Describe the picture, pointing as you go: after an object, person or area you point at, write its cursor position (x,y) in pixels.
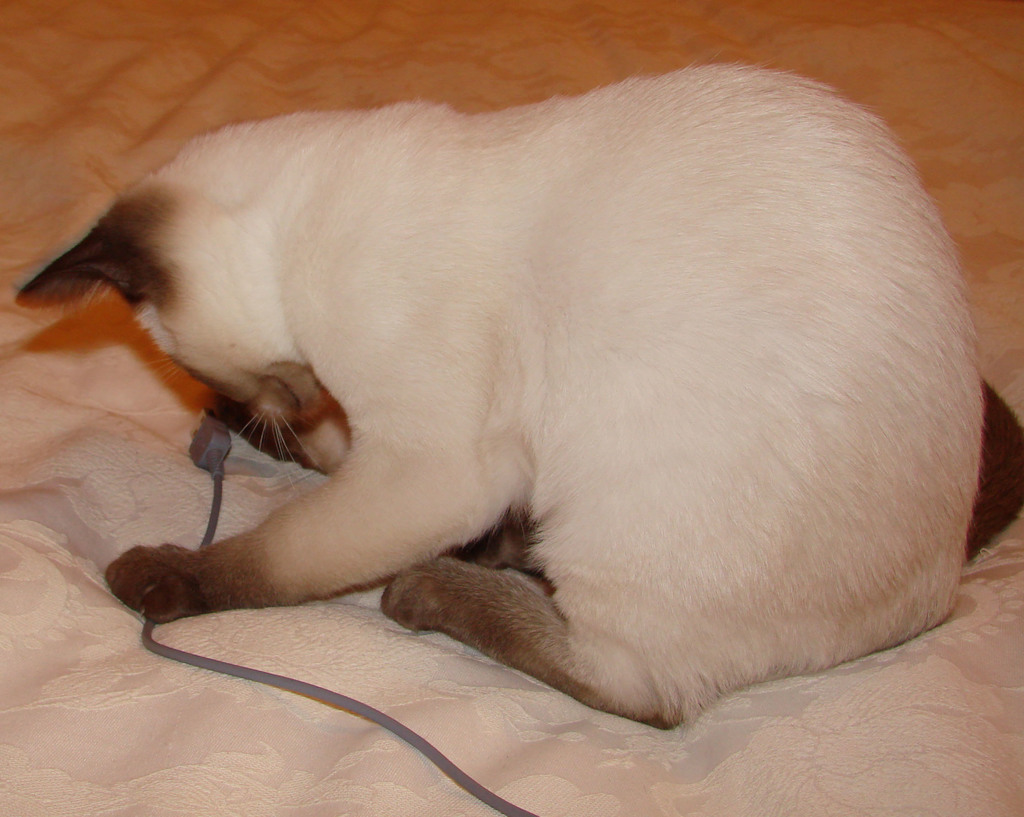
In this image there is an animal (526,436) and a cable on the bed (73,736).
